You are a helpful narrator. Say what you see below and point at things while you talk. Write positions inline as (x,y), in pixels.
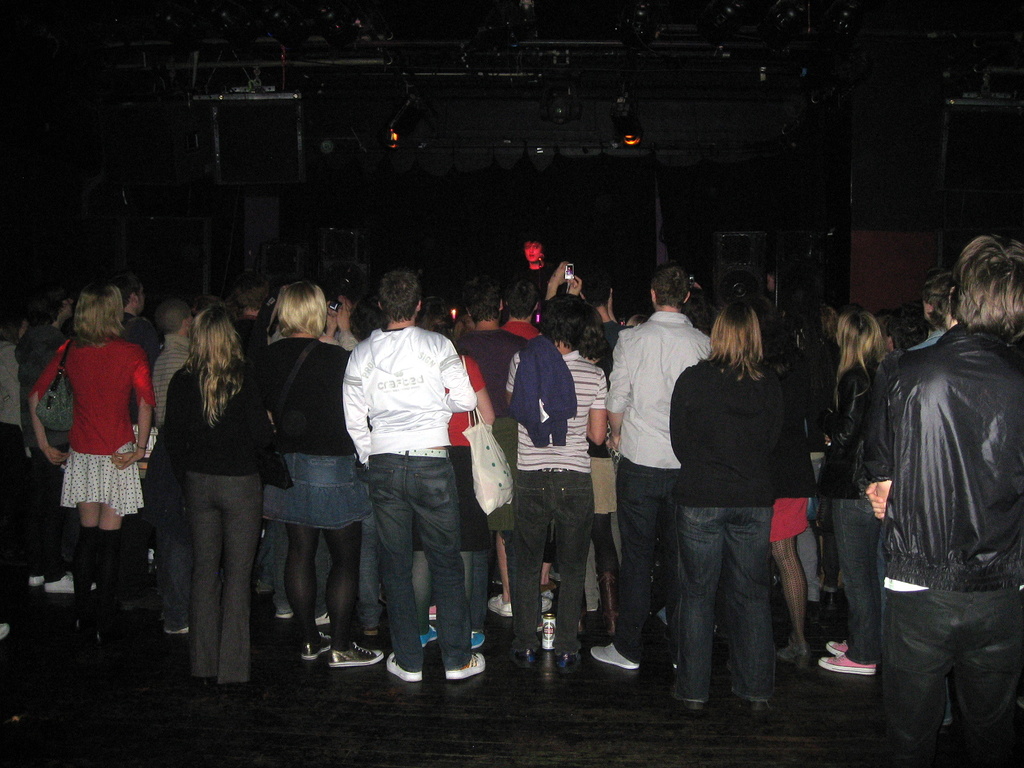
In the image there are many people (439,401) are standing on the floor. In front of them there is a person (535,250) standing. And also there are speakers (731,258) and to the top of the image (634,121) there are black rods (276,65) with lights (407,116) on it.
